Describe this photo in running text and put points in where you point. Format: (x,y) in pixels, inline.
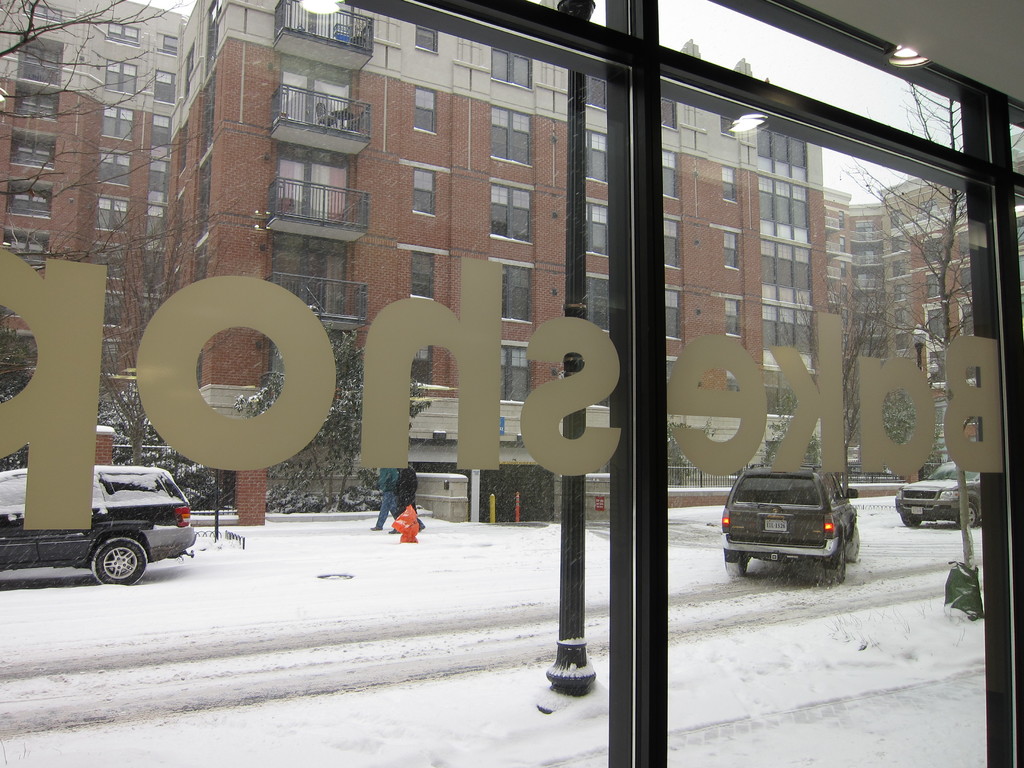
This image is taken indoors. In the middle of the image (524,450) there is a glass door (678,382). Through the door (574,439) we can see there are a few buildings (562,212) with walls (373,181), windows (312,177), balconies (333,200), railings (341,211), doors (339,83) and roofs (150,4). There are a few trees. There is a fence (719,480). A few cars (947,486) are parked on the road (344,572) and they are covered with snow (456,668). Two persons (400,512) are walking in this snow (400,559).
